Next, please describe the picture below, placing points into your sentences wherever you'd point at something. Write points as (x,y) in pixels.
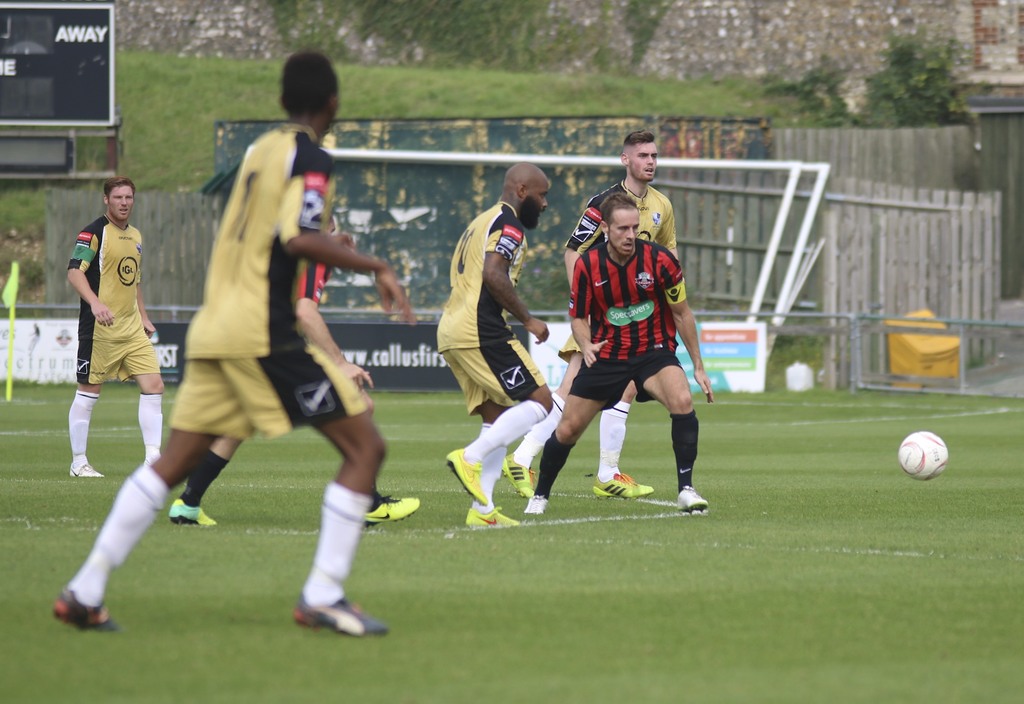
In this image in the center (472,346) there are some persons (357,438) who are wearing jersey (445,331) and they are playing football. And in the background (881,405) there are some boards (740,177) and grass (159,107) and some plants (923,92) and a wall (145,29). At the bottom (537,612) there is ground (847,529), and on the left side (68,123) there is one board (48,54) on the board (36,50) there is some text (11,69).
